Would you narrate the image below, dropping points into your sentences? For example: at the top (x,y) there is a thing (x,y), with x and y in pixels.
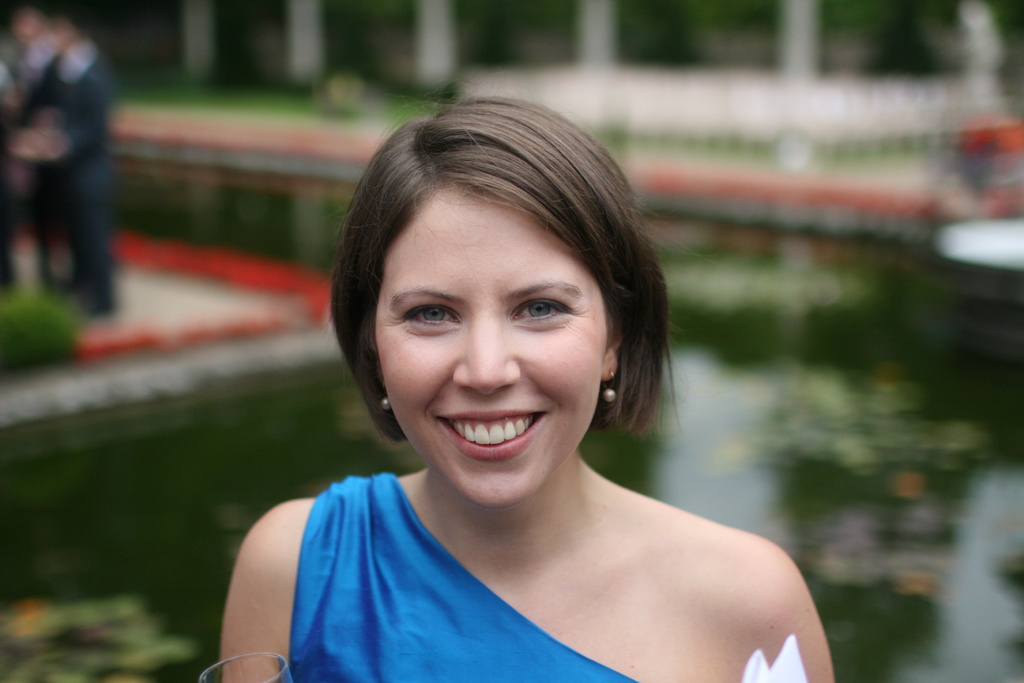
In this image in the front (439,440) there is a woman (483,490) smiling and in the background (60,119) there are persons (61,155) standing, there is water (805,285) and there is grass (730,146) on the ground (610,142) and there are pillars (447,63) and there is an object (758,109) which is white in colour.
